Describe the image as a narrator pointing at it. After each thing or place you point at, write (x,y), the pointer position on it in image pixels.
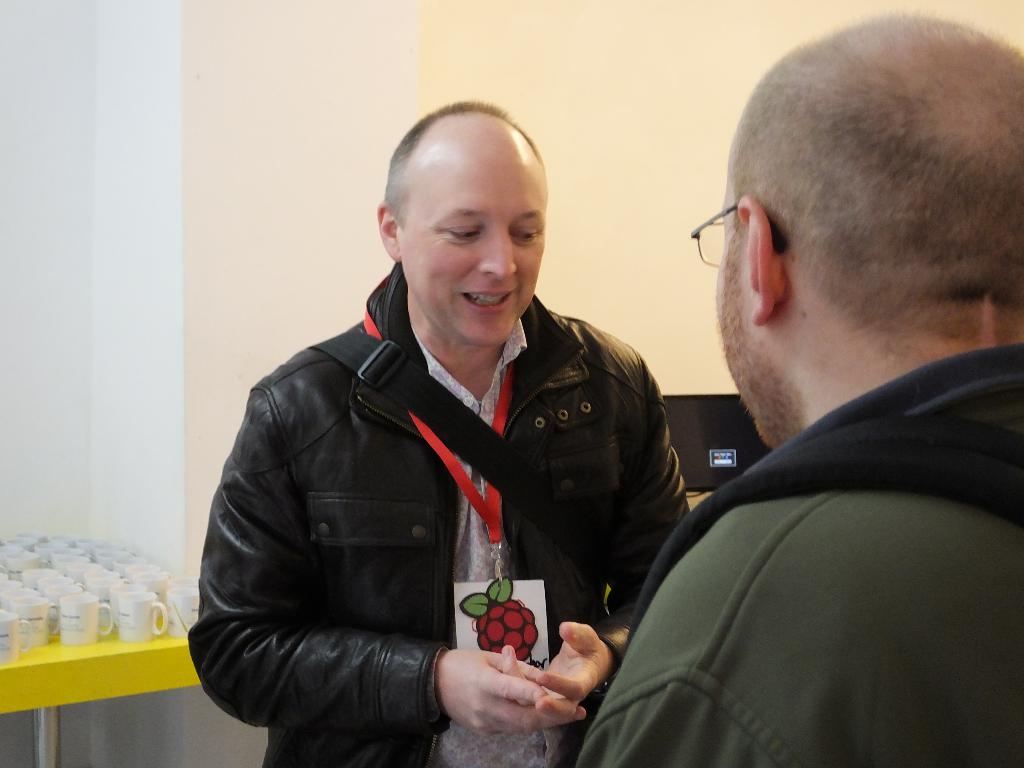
In this picture we can see there are two people (509,567) standing in the room (204,181). Behind the people (380,557) there are cups (84,580) on the table (46,659). On the right side of the table (47,681) there is a wall (342,82) and an object (692,420).
